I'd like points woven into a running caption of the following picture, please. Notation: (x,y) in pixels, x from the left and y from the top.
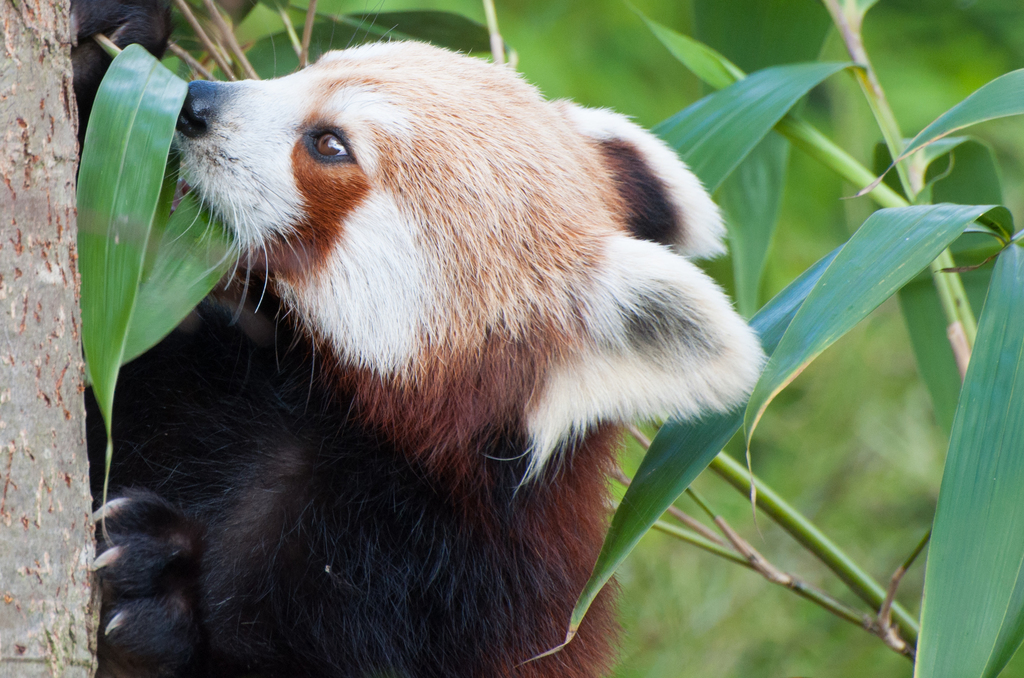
In the center of the image (426,358) an animal (435,316) is present. On the right side of the image (874,270) leaves (761,118) are present. On the left side of the image (51,338) tree (61,420) is there.
